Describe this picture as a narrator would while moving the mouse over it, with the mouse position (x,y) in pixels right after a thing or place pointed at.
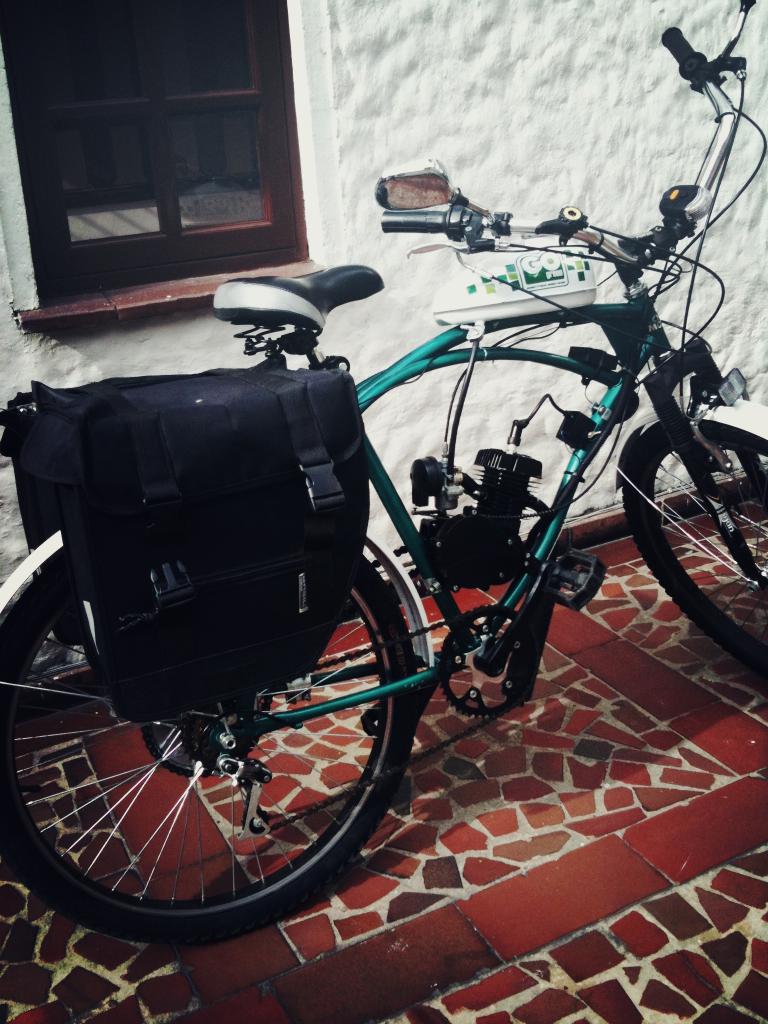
In this picture we can see a bicycle (391,486) on the floor (628,739) and on the bicycle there is a bag (241,451). Behind the bicycle (398,177) there's a wall (383,118) with a window (121,108).
